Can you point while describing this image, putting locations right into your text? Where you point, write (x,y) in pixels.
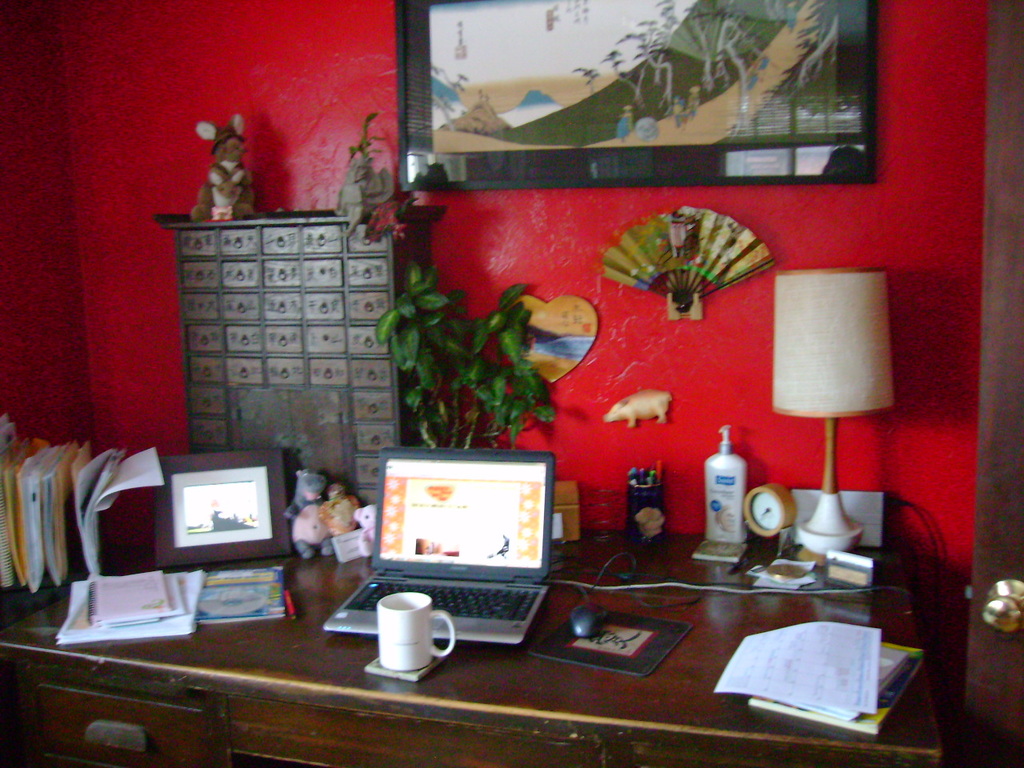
on a table (399,700) there is a cup (398,615), laptop (444,574), papers (801,680), books (118,607), photo frame (218,538), lamp (827,513) and a plant (441,360). behind that red colored wall (511,247), there is a photo frame (596,38).
